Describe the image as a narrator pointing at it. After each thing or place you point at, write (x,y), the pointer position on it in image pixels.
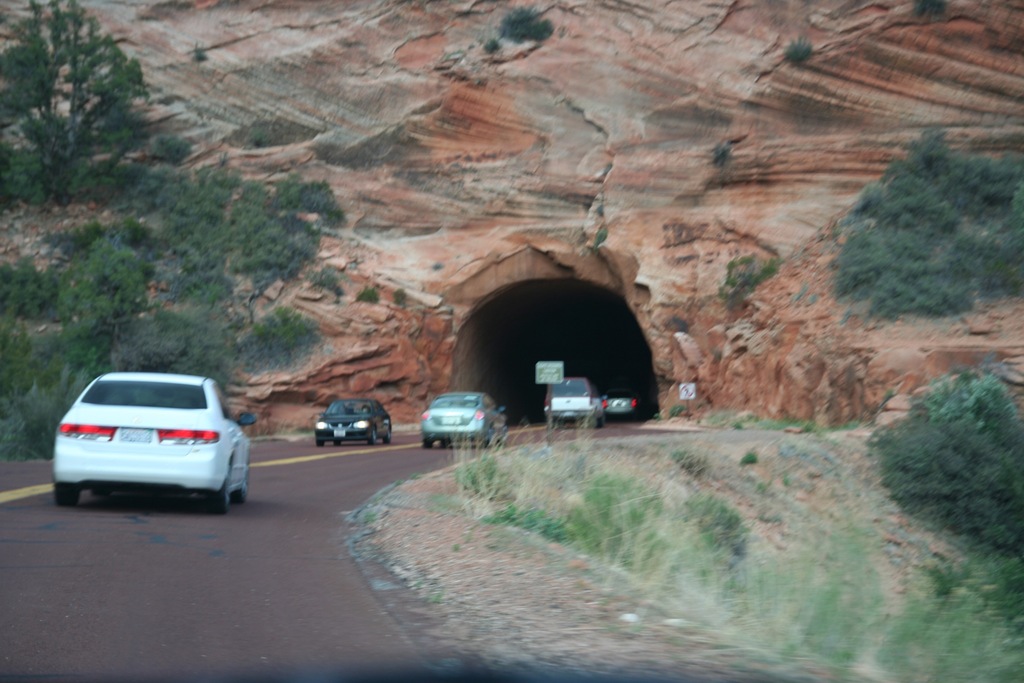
In this image we can see cars (446,433) on the road (354,467). In the background (164,268) there are trees (980,413) and we can see a tunnel (550,346).
